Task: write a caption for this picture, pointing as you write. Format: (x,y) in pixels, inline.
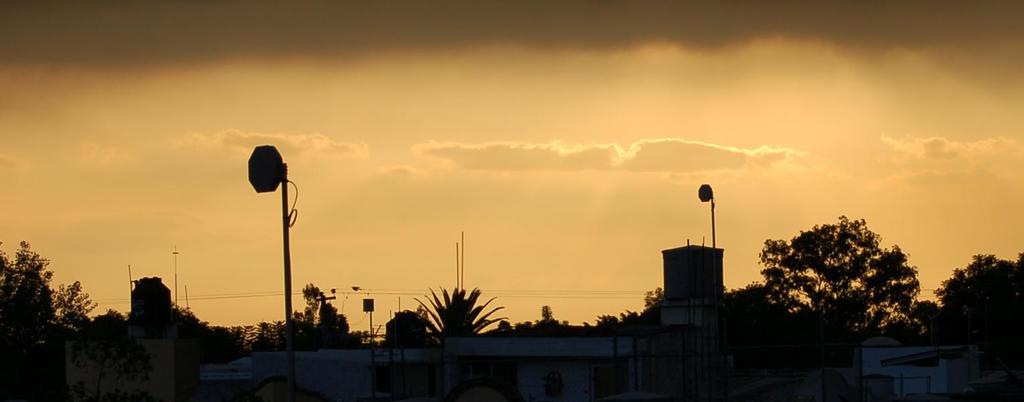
It looks like sunset in the evening, at the bottom (548,352) there are houses (622,363) and trees (790,319). At the top (177,123) it is the sky (147,178).
